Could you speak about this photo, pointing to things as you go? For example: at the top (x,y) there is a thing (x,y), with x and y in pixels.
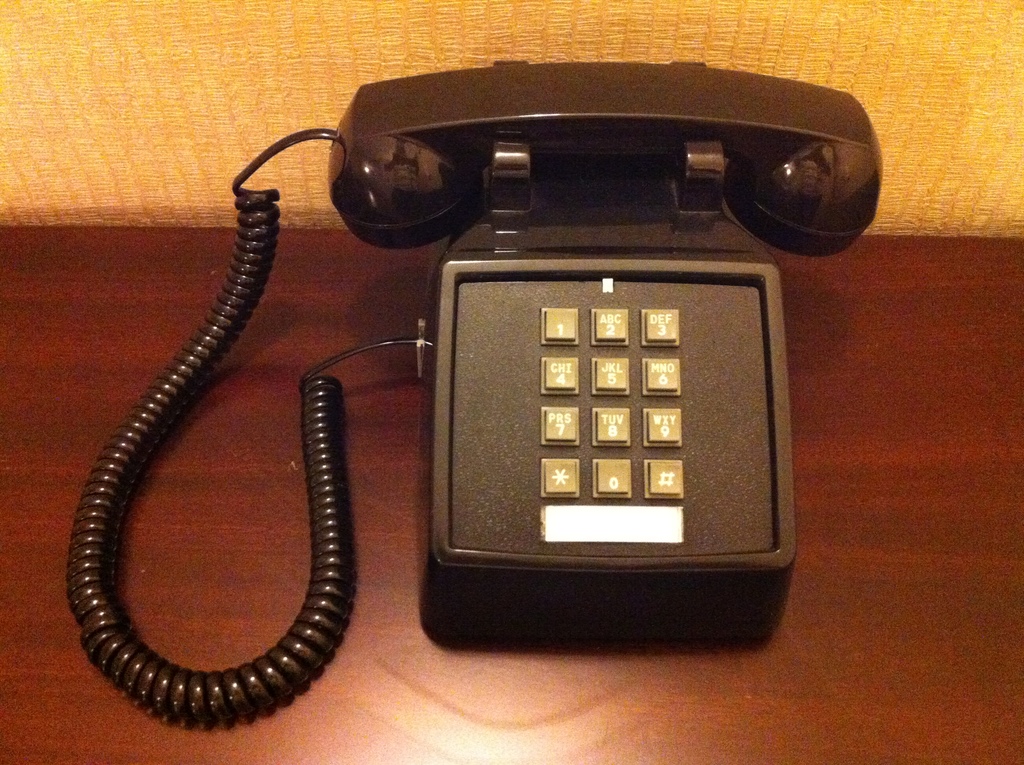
In this image I can see the telephone (635,372) on the brown color surface (694,667). I can see the yellow color background (336,70).
